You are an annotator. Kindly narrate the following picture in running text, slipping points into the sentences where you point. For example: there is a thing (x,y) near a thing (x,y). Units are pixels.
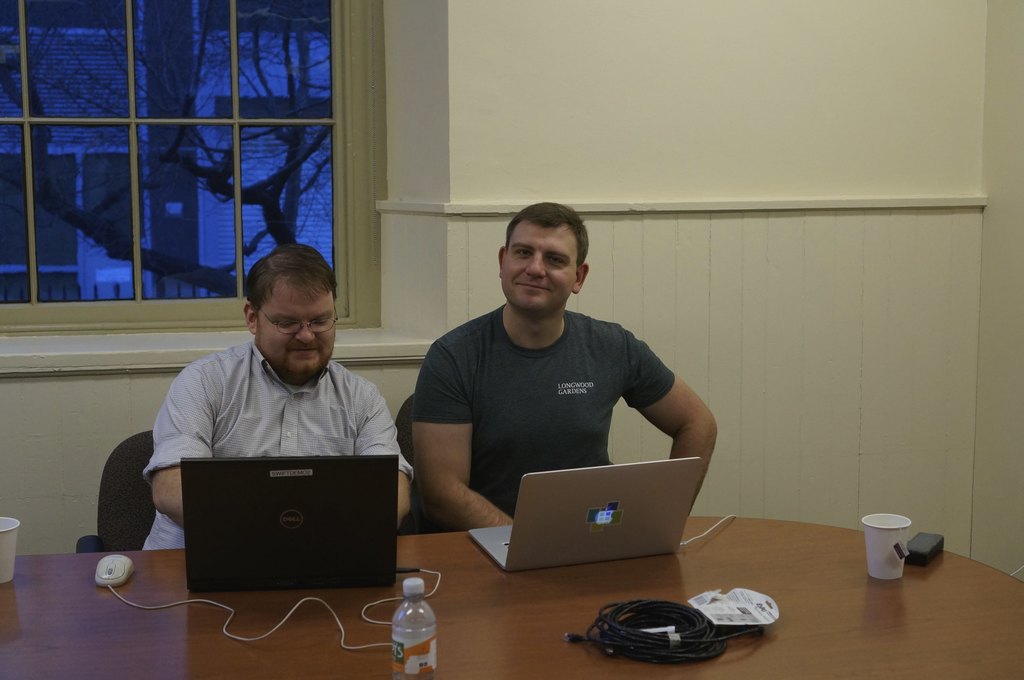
In this image there are two men (507,331) who are sitting in chair (131,466) and working with the laptops (334,531) which are kept on the table (474,630). On the table (514,618) there is bottle (414,629), cups (888,552), wires (626,629) and mouse (99,568). At the background (57,373) there is a window (71,157) beside the wall (602,120).
